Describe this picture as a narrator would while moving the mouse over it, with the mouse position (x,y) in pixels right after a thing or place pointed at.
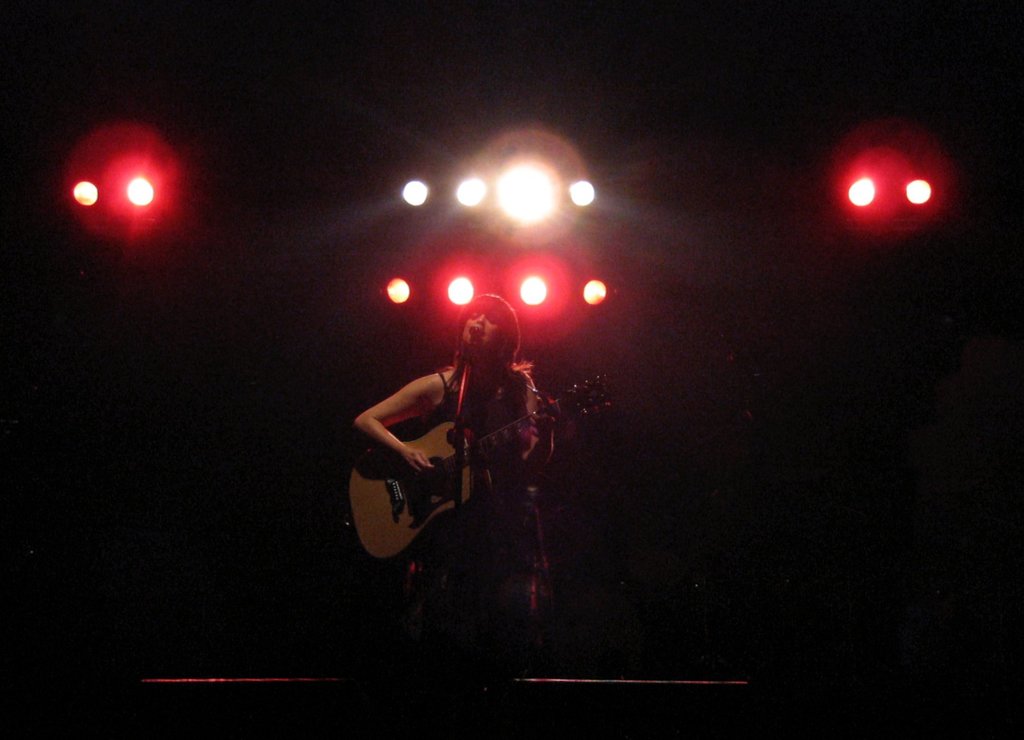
On top (862,196) there are focusing lights (542,199). This woman (518,457) is playing guitar (440,468) and singing in-front of mic (460,387).
